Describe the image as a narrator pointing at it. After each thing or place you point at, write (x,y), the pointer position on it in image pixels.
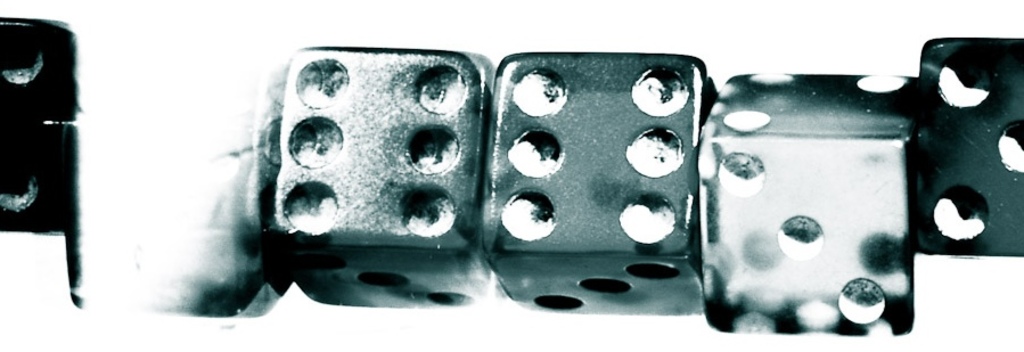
In this image we can see dices (667,175).
